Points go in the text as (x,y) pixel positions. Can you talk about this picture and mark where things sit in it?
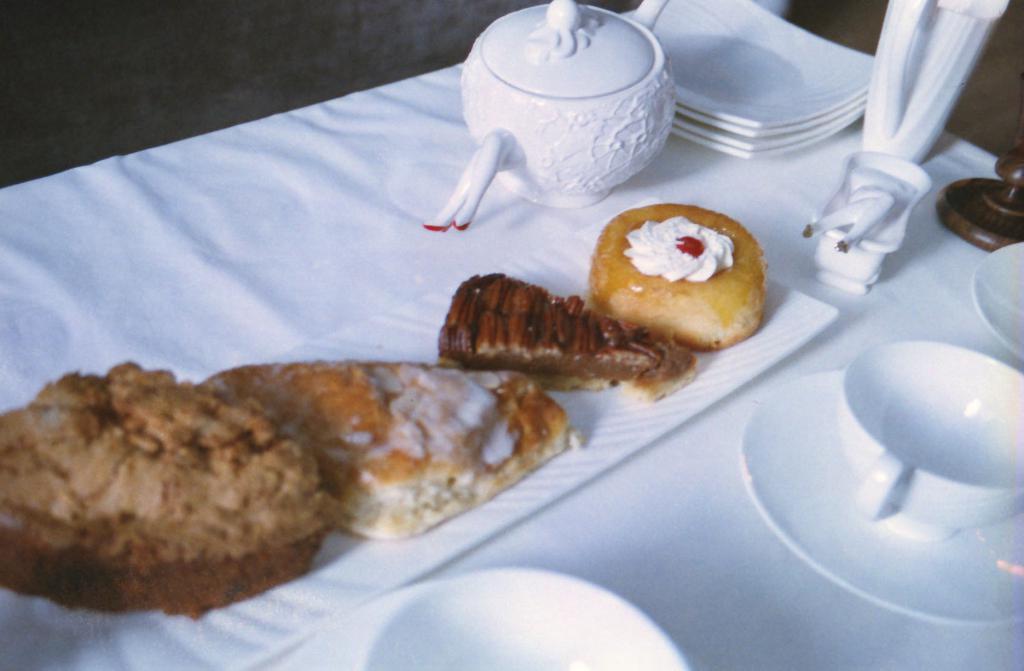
In the picture we can see a cloth (153,250) on the table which is white in color and on it we can see a cake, bun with cream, pastry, cup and saucers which are white in color and a teapot (662,135) and plates (774,116) which are also white in color.
